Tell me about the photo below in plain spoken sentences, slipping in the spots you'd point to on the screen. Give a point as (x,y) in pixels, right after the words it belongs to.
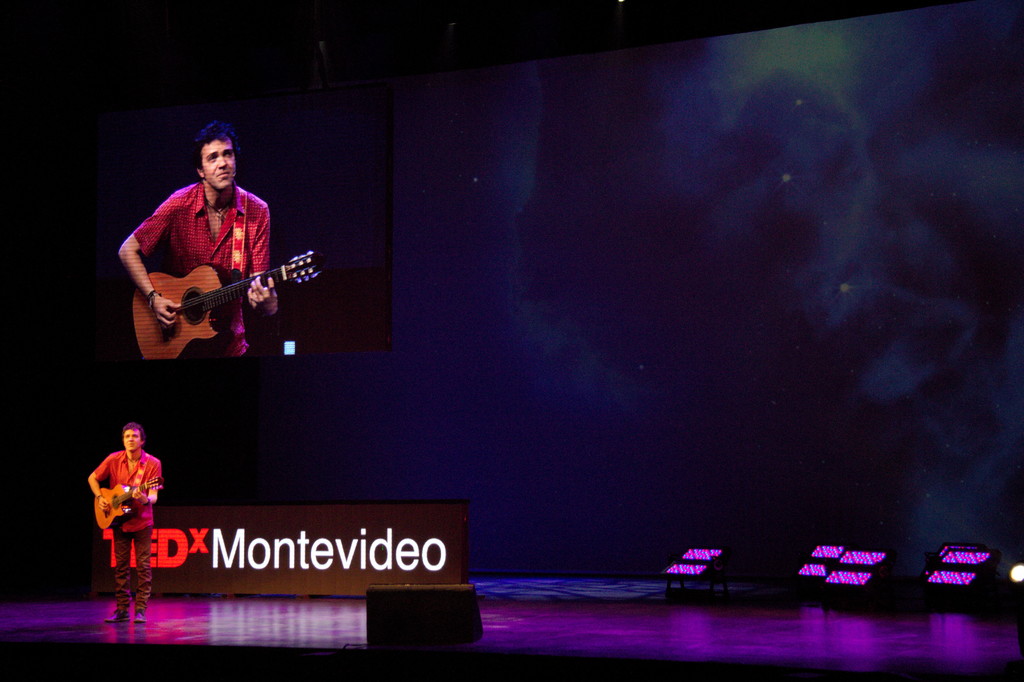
in this picture we can see a man (91,483) holding guitar (112,507) in his hand (141,495) and playing it and standing on stage (237,614) and in the background (552,418) we can see screen (186,225) of same person (195,259), wall (431,263), lights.
